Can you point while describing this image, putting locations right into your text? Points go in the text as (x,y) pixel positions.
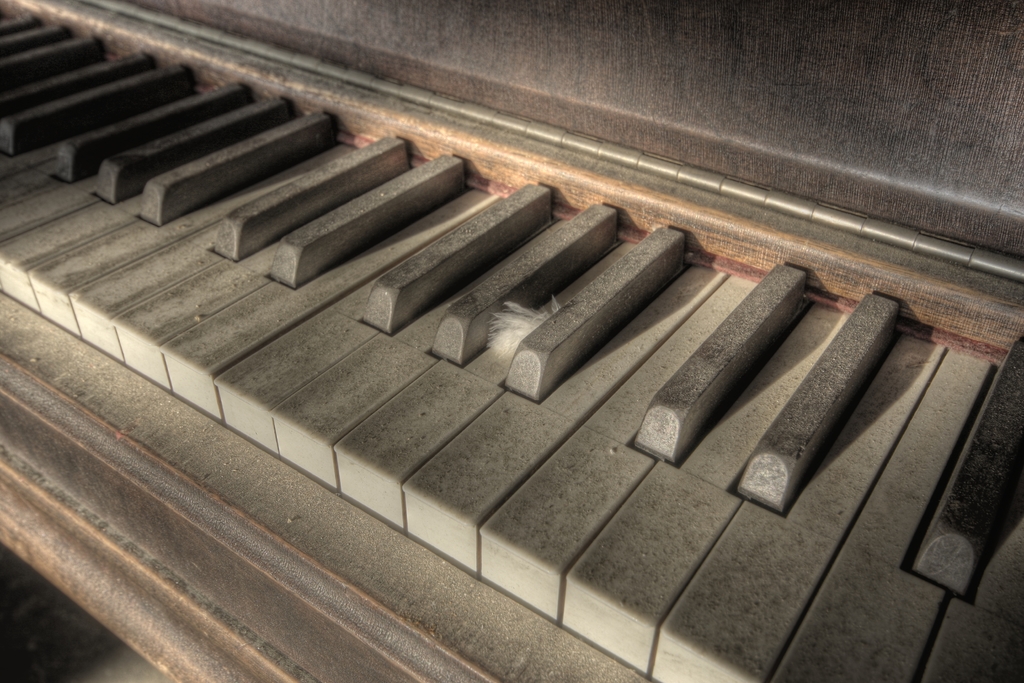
In the given image we can see a piano (415,376). On the piano (482,345) there is a feather (503,334).
